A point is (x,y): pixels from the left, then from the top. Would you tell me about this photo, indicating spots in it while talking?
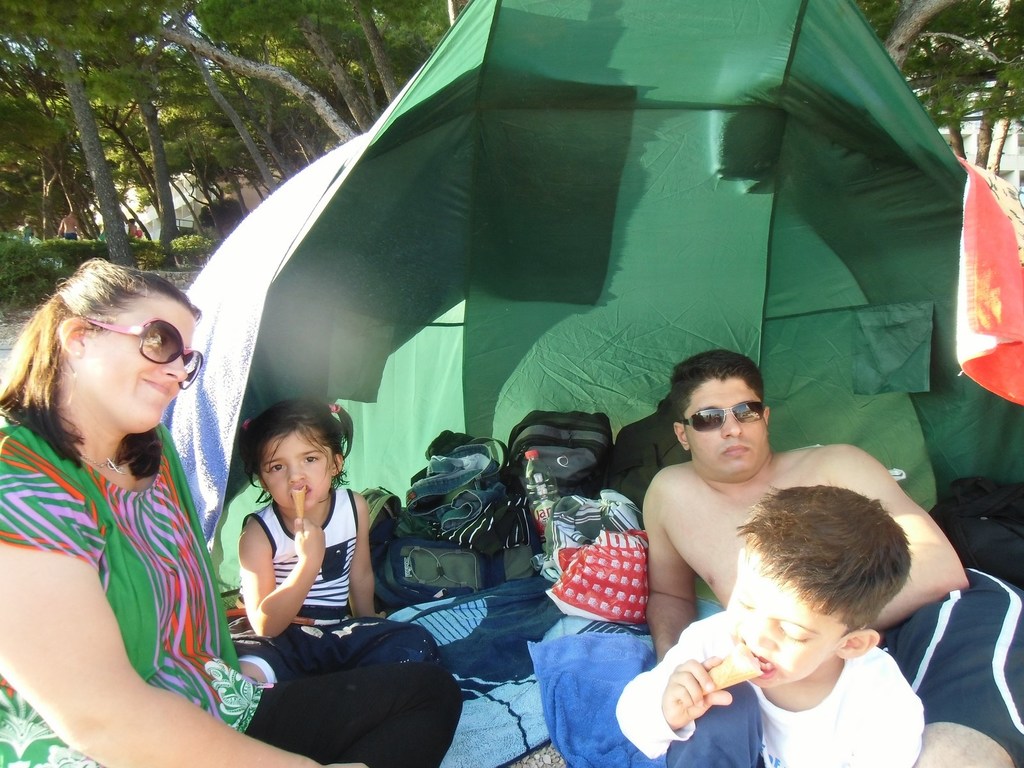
In this image there is one man (757,434) and one woman (90,594), and there are two children (341,513) and also we could see bags (548,425) and tent (625,254) and some clothes (971,236). In the background (371,85) there are trees (165,191) and some people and houses (187,212).
